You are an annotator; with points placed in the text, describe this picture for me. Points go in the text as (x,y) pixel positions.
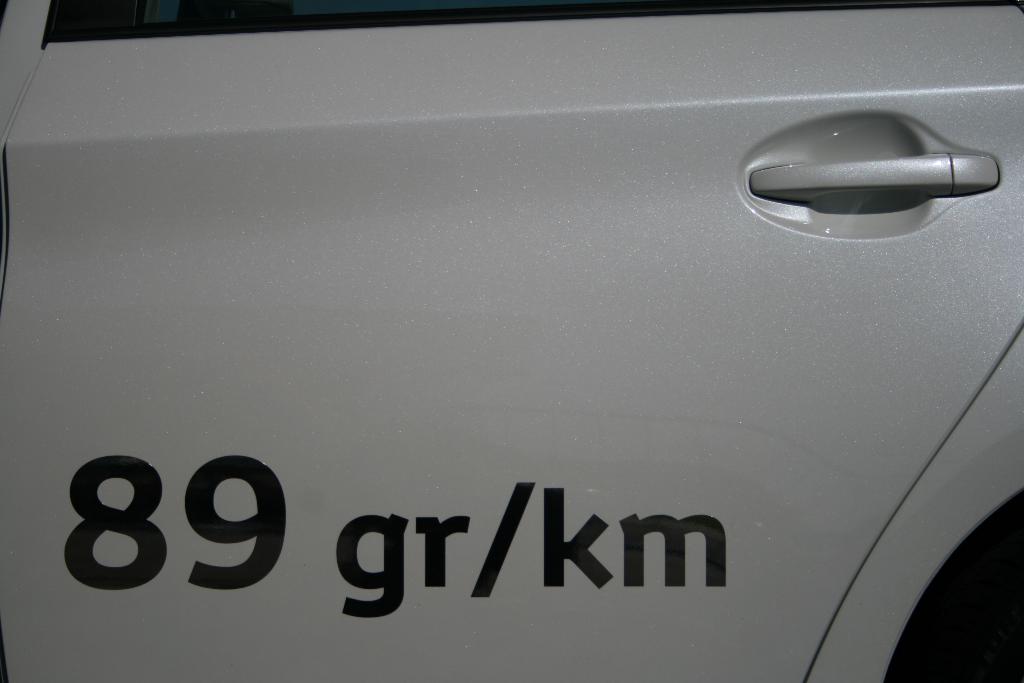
In this picture we can see text (442,555) and number (204,507) on vehicle's door (682,236).
